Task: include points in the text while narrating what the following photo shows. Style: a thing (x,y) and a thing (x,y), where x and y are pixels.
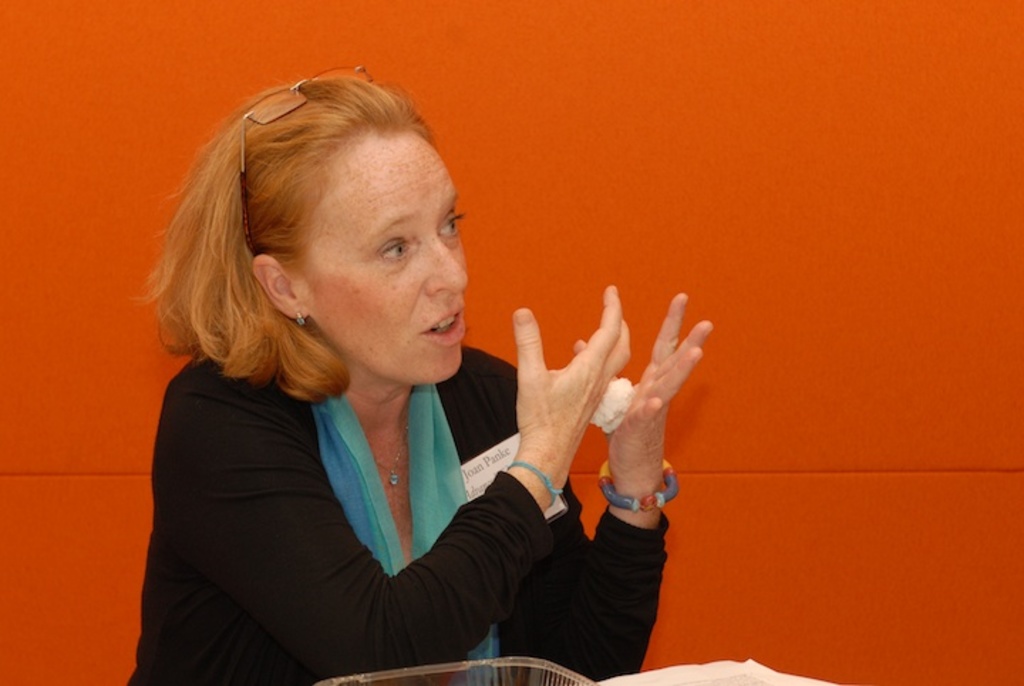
In the center of the image (457,295) there is a woman (473,442). In the background of the image (493,85) there is orange color wall (78,134).
